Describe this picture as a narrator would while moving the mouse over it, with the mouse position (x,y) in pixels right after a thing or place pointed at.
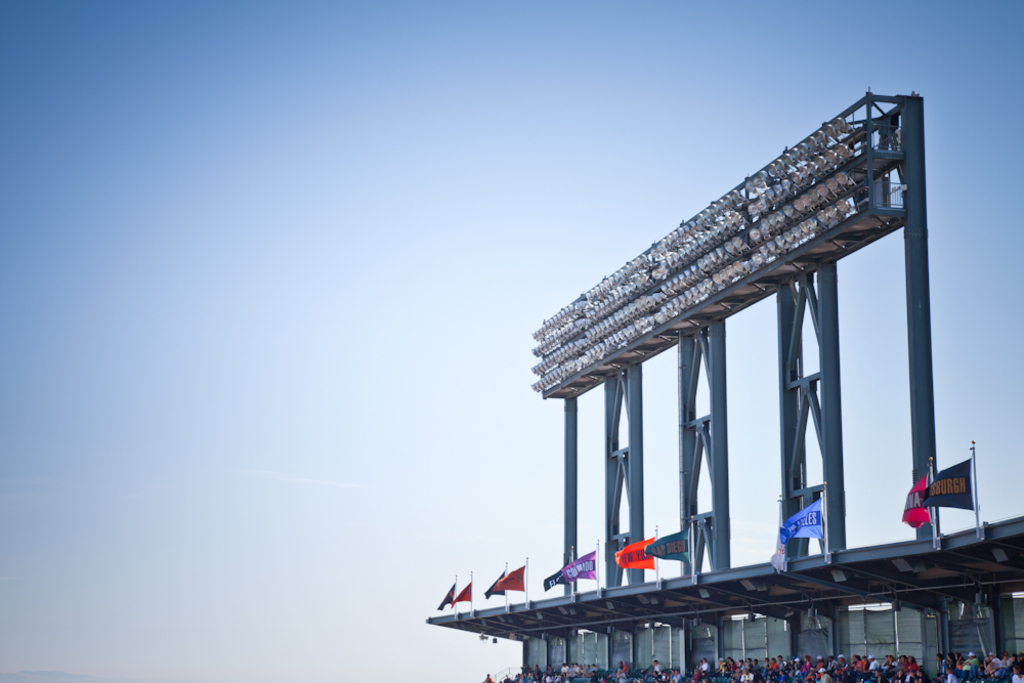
In this picture we can see some people (797,657) sitting at the right bottom of the image (857,658), there are some flags (959,499) and lights (761,232) here, we can see the sky (353,200) at the top of the picture (373,227).
